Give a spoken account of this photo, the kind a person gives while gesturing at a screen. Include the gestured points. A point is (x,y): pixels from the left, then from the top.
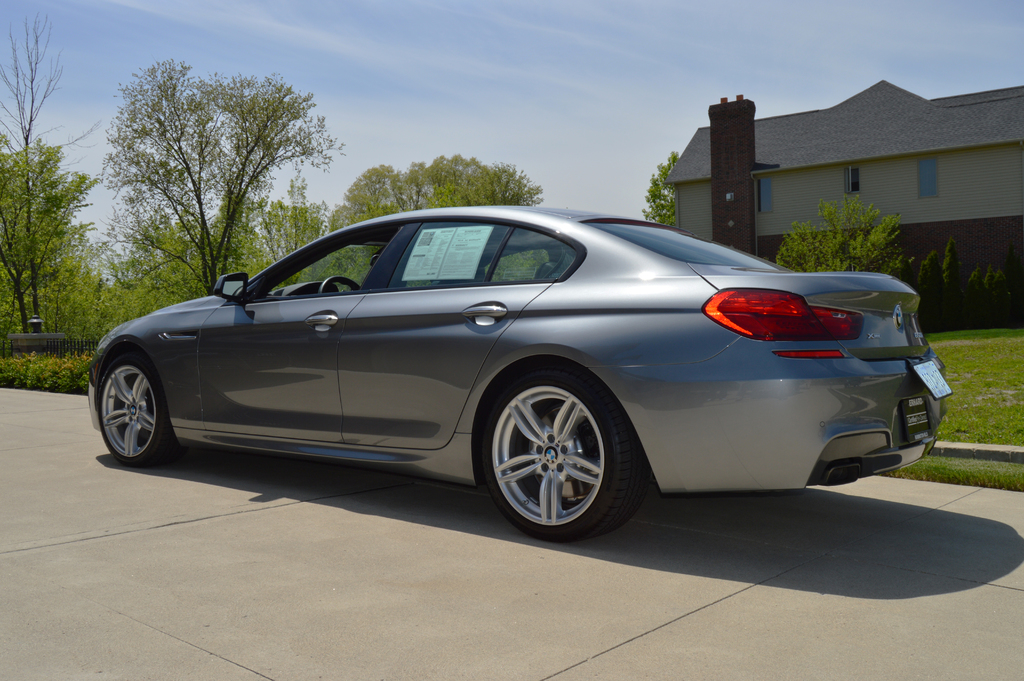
In this image in front (536,673) there is a car (548,492) on the road (561,665). Behind the car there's grass (983,397) on the surface (990,393). In the background of the image (840,227) there are trees (55,200), building (953,174) and sky (615,74).
